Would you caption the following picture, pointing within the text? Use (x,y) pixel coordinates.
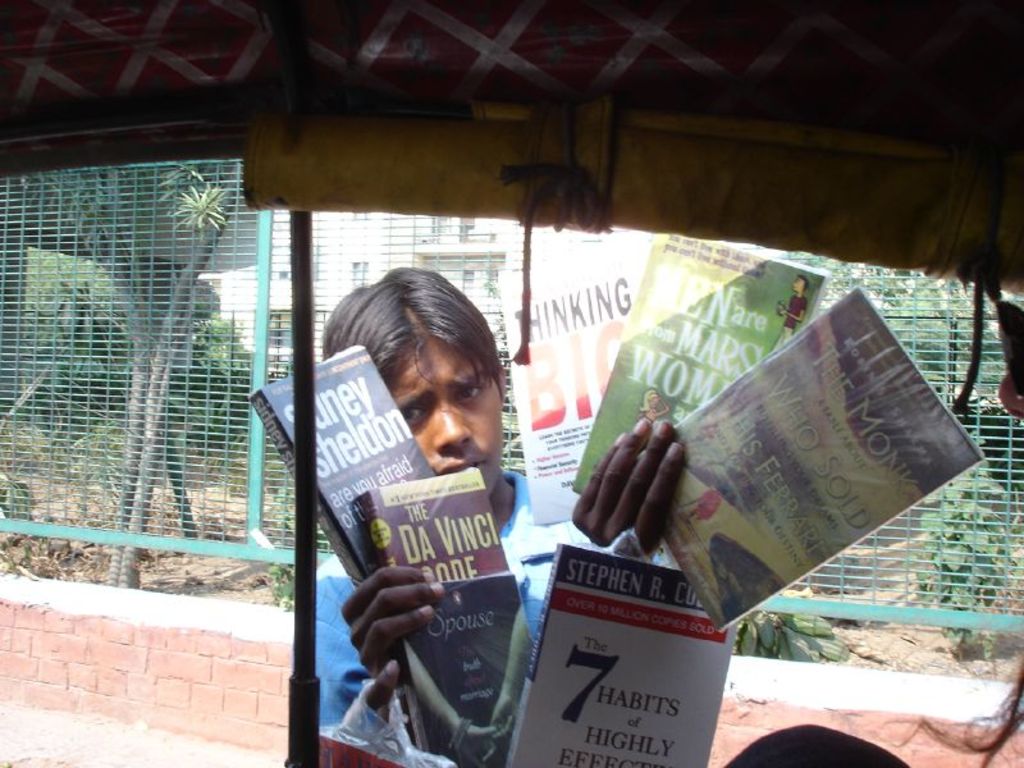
In this picture I can observe a boy (362,600) in the middle of the picture (456,460). He is holding some books (423,551) in his two hands (597,513). Behind him I can observe fence (164,447). In the background (276,269) I can observe a building (323,282) and some trees (224,382).
